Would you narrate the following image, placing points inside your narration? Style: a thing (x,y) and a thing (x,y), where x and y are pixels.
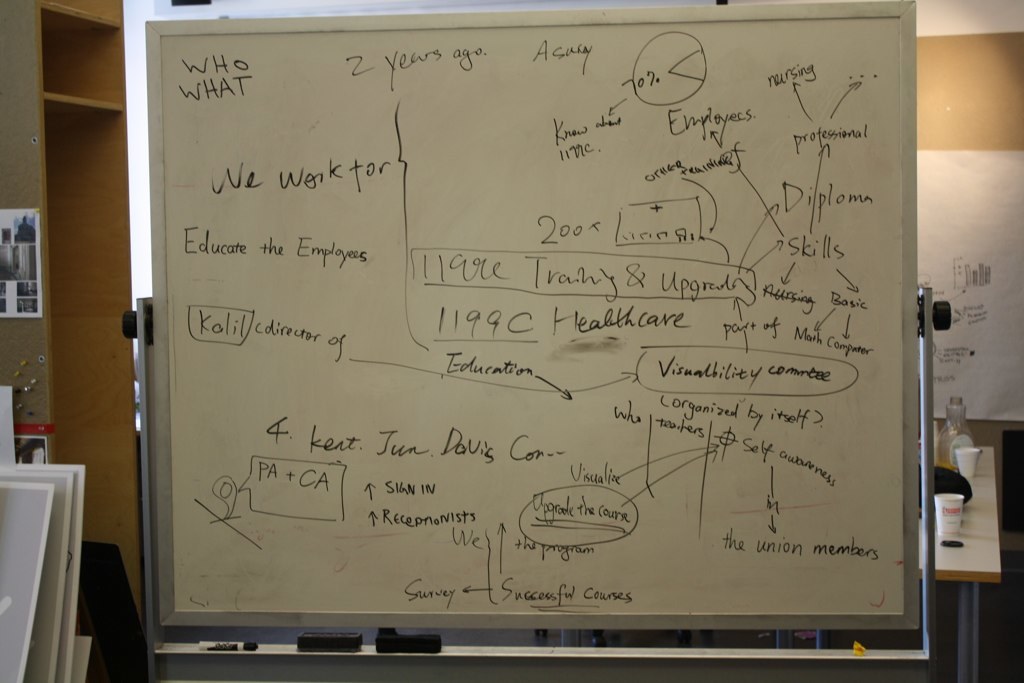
As we can see in the image there are shelves (97,231), photo frame (34,273), table (994,564) and a white color wall (543,394). On table (945,536) there are glasses (947,517).
